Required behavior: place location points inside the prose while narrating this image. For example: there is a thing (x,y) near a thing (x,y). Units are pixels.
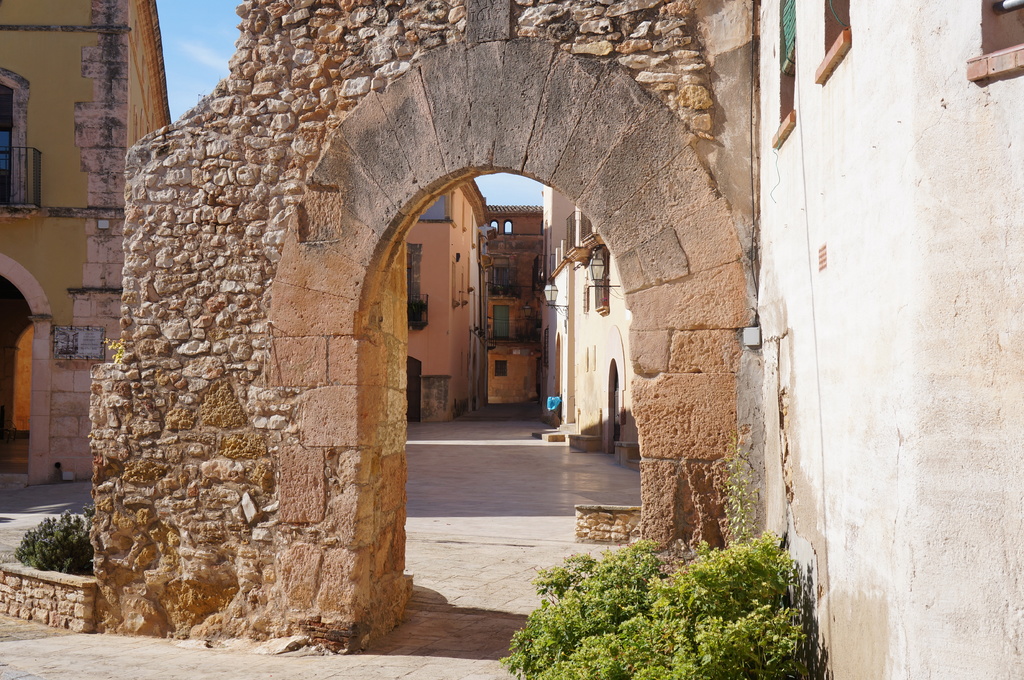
In this image there is a stone wall (682,157) with the entrance (490,373) in the middle (650,266). In the background (563,276) there are buildings (545,311). At the bottom (643,600) on the right side (694,608) there are small plants (597,613). At the top (168,53) there is sky (180,39).
